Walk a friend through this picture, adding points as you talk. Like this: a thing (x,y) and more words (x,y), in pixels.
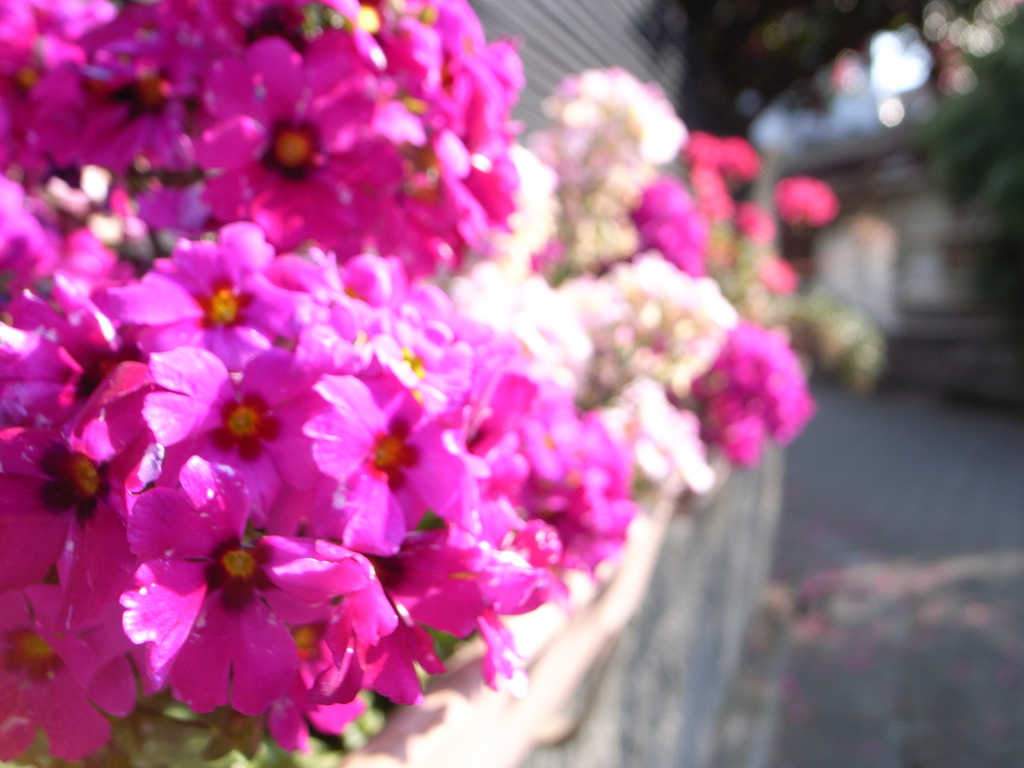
In this picture I can observe pink color flowers (201,370). The background (800,242) is blurred.
